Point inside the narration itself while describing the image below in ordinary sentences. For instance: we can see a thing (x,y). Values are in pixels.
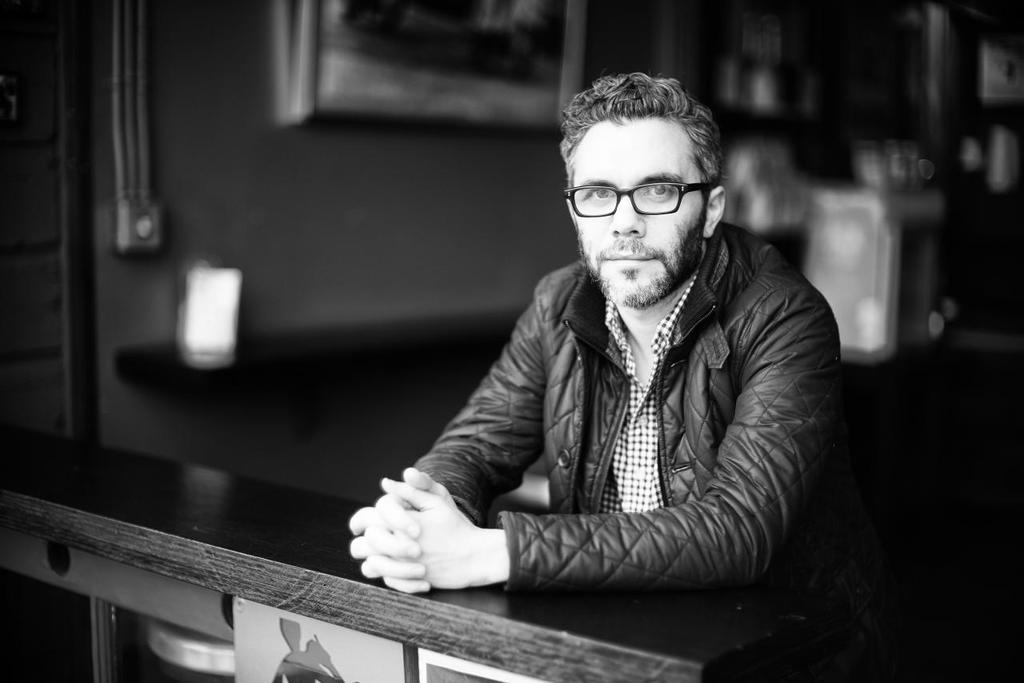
In this image, we can see man (799,352) standing and he is wearing specs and a jacket (775,413).
